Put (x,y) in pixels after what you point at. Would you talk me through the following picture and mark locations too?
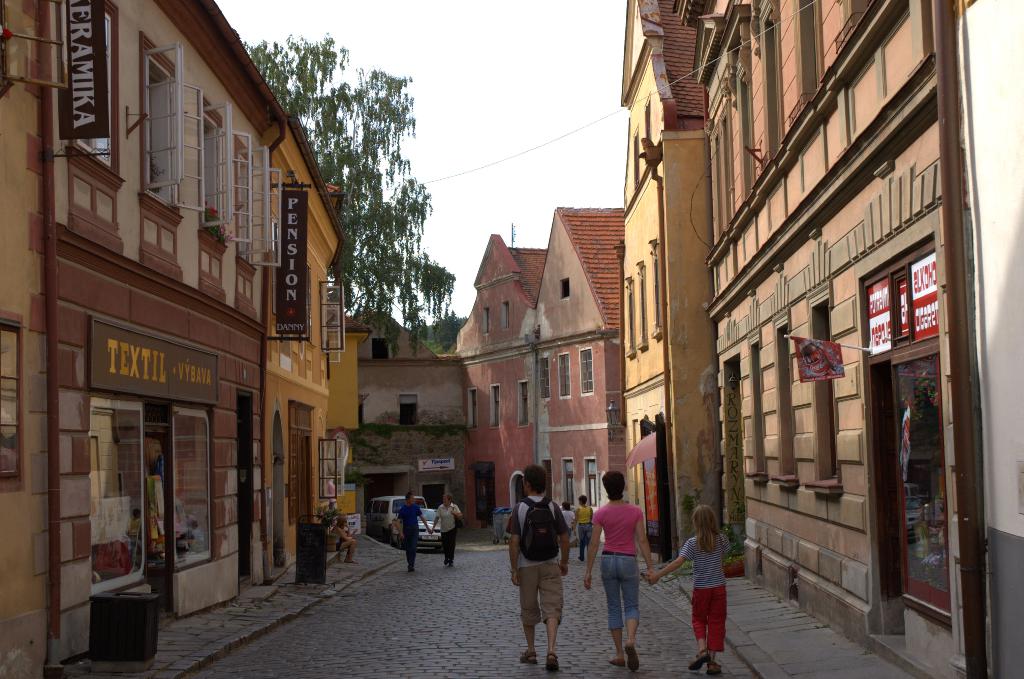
This picture is taken from the outside of the building (761,295). In this image, on the right side (830,230), we can see a building (923,360), glass door (936,434), window (826,417), flags (811,348) and few posters (916,308) attached to the window (908,317). In the middle of the image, we can see a group of people (441,513) walking and few vehicles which are moving on the road (434,626). On the left side (30,624), we can see a building (41,328), glass door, window (188,126), hoardings (86,20), flower pot (329,537), plants (332,529) and a person (345,524) sitting. In the background (347,524), we can see some person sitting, window (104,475), trees (444,323), at the top (471,65), we can see a sky (488,70), at the bottom (483,622), we can see a footpath (780,658) and a road (325,631).
